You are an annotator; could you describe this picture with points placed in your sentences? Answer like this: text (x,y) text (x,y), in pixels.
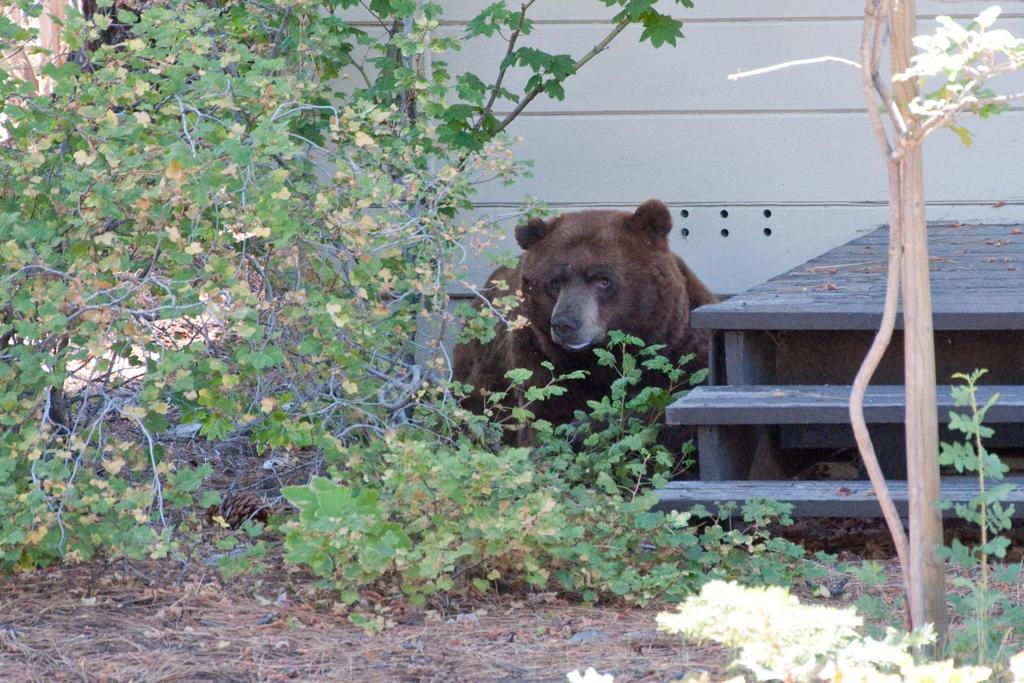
In this picture there is a animal (616,215) towards the wall (680,131). Towards the right (822,372) there is a bench (742,377), towards there are plants (332,113). In the bottom (452,681) there is a ground (418,614).
